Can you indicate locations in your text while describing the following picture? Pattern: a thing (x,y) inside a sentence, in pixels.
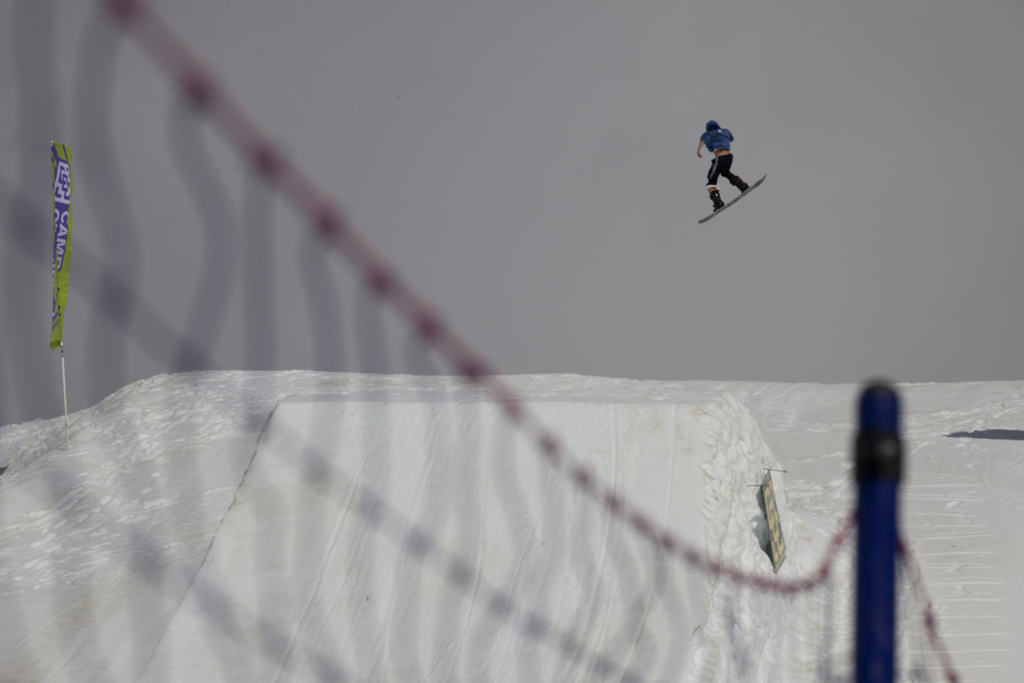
In this image, we can see a person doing snowboarding is in the air (722,77). We can also see the ground (605,408) covered with snow (641,502) and an object (780,564). We can also see some net (526,603) and a pole (878,410). We can also see a banner (66,270). We can see the sky (379,192).
